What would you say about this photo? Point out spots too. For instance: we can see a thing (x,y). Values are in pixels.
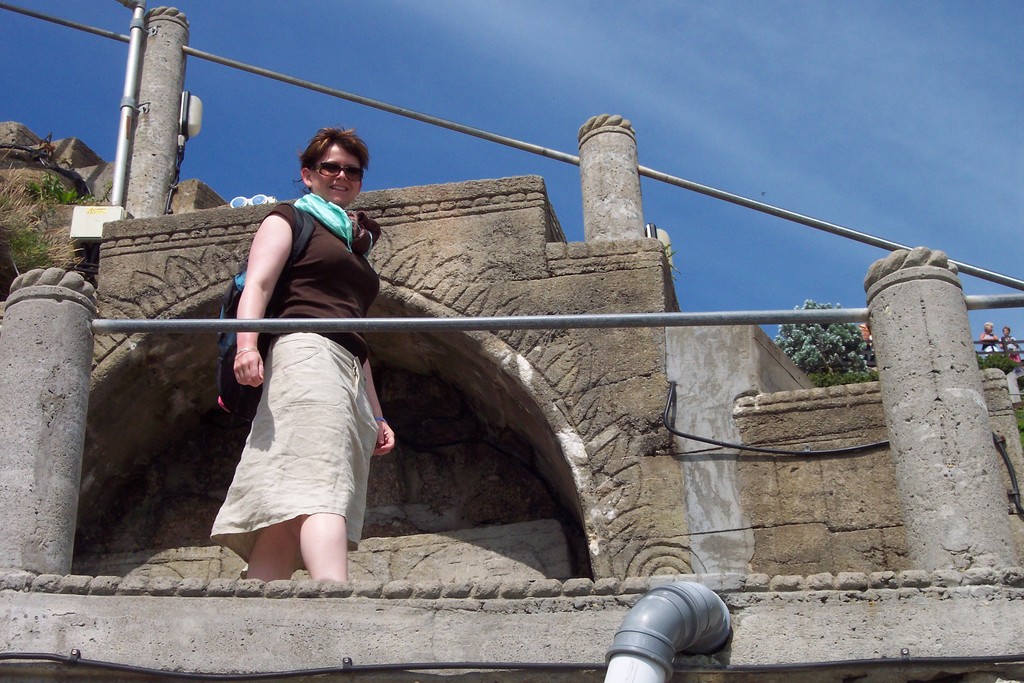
In this image we can see a woman (316,486) standing on the floor (343,594) and smiling. In the background (306,110) there are sky (98,147) with clouds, monument (137,197), trees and a pipeline (672,590).
